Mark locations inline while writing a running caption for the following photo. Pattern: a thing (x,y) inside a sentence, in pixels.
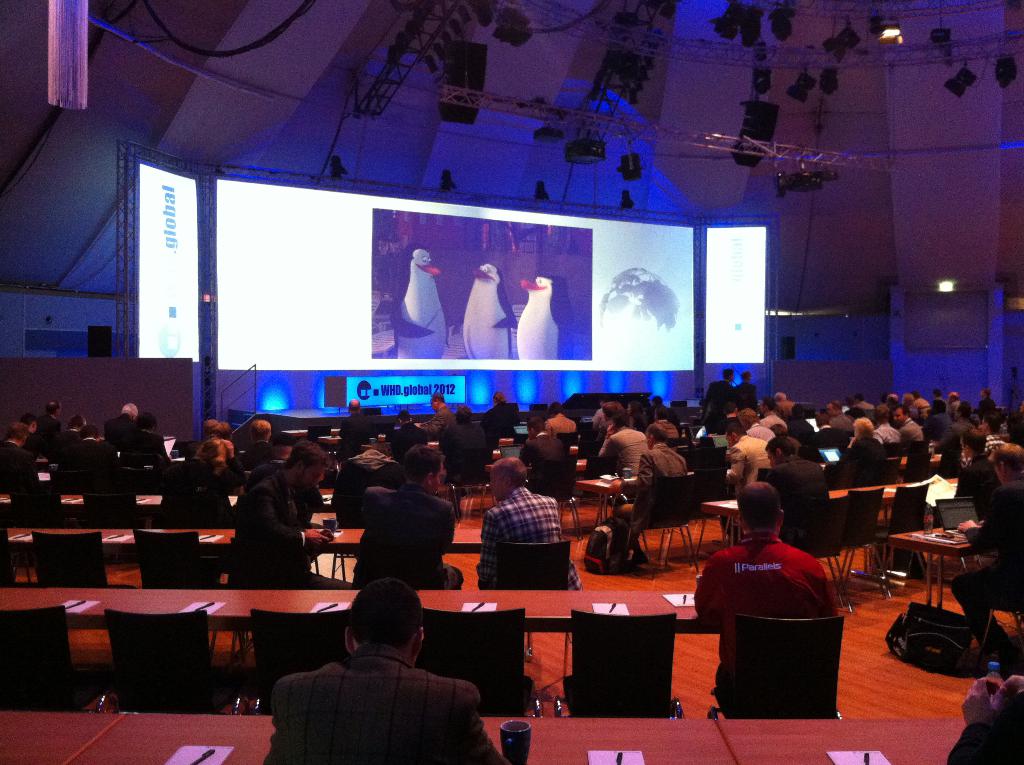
In this image I can see number of people (989,445) are sitting on chairs (30,491). Here I can see a screen (724,357). I can also see few tables (39,594) and few papers (608,611) on it.
